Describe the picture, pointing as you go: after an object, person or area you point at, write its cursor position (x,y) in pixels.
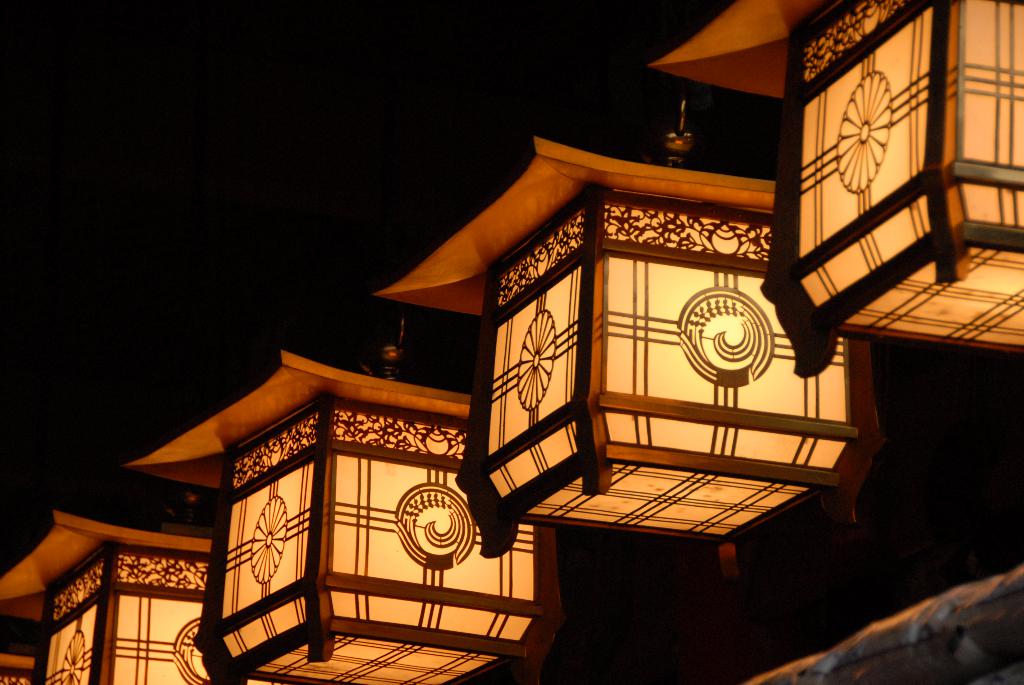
In this picture we can see lanterns (537,453) and in the background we can see it is dark.
